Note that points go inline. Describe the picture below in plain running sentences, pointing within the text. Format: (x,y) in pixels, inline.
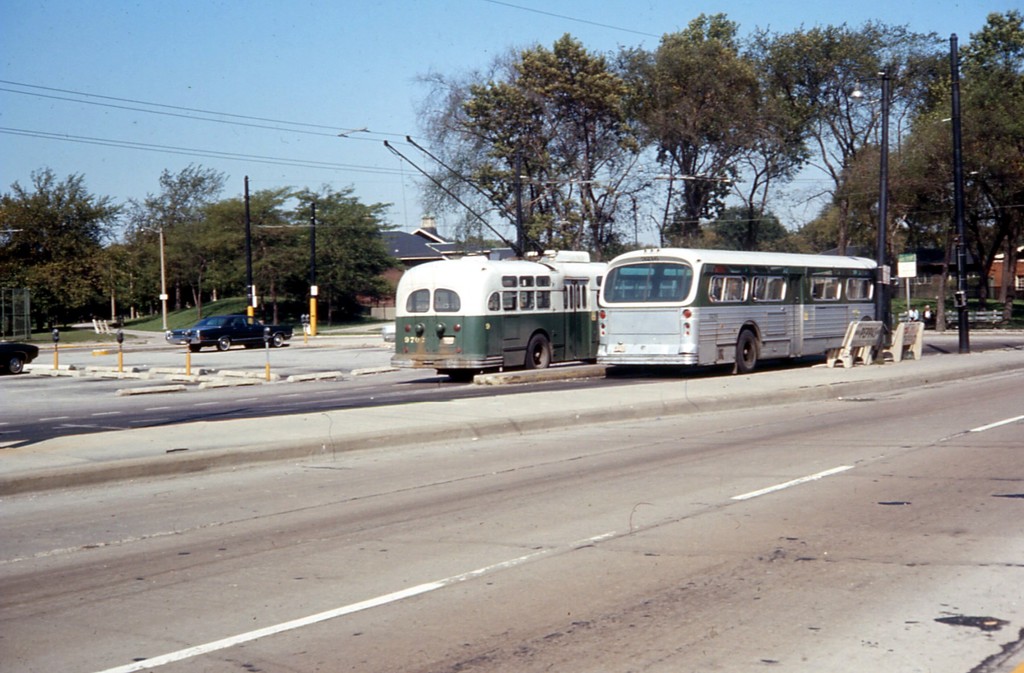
In this image I can see the electric poles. I can also see the vehicles (210,320) on the road (384,362). In the background (101,294), I can see the trees (562,207), buildings (416,252) and the sky (310,62).
